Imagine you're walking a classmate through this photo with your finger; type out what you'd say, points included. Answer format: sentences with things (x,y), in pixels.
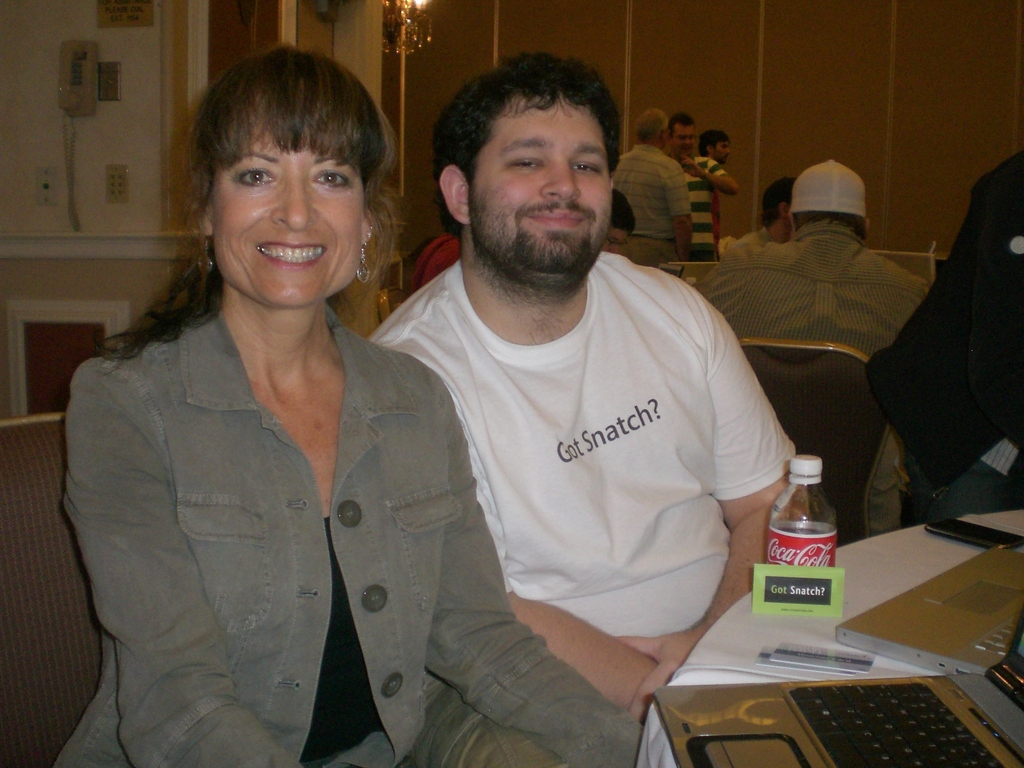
There is a group of people (653,208). Some people (374,588) are sitting on a chair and some people (641,202) are standing. There is a table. There is a bottle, laptop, mobile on a table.
